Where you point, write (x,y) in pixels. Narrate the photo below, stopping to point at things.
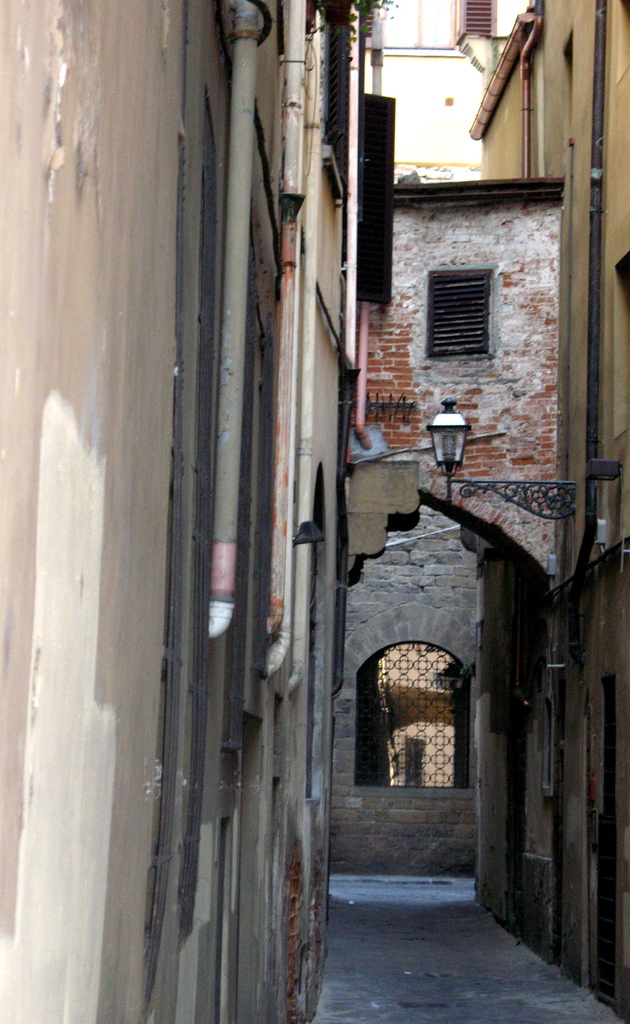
In the image there is a path (441,925) in the middle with buildings (579,484) on either side of it, in the front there is wall (450,583) with windows (470,322).
